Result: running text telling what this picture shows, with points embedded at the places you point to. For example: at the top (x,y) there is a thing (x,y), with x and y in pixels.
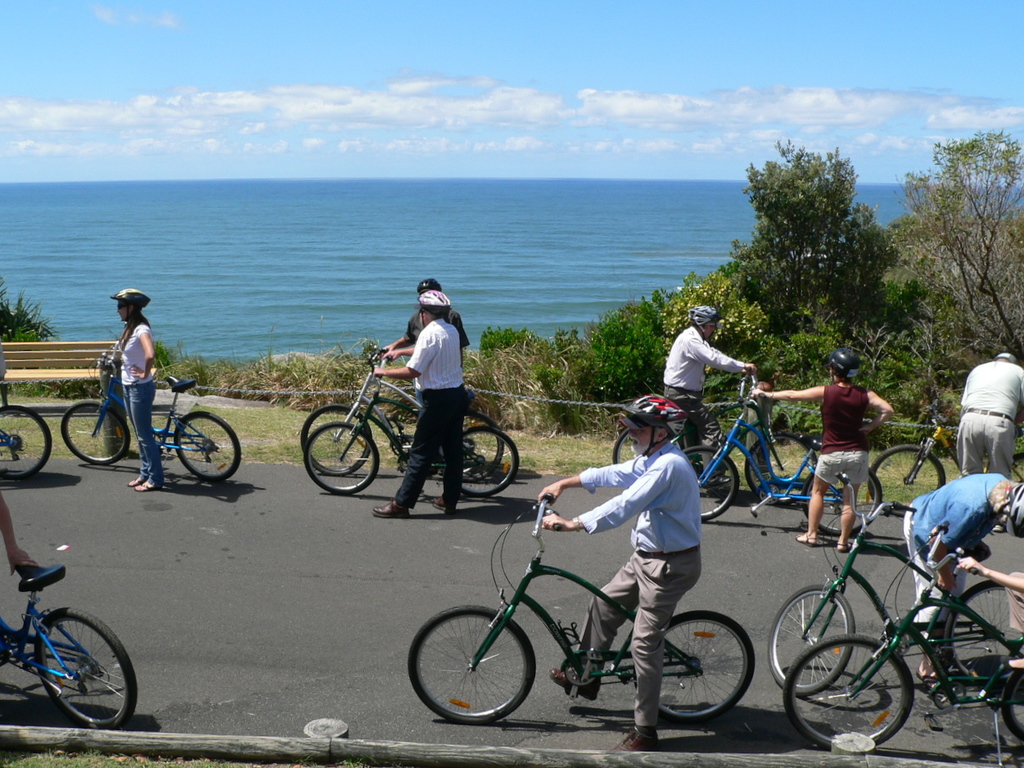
In this picture there are group of people (643,648) holding bicycles (379,361). Towards the left (159,466) there is a woman (127,324) wearing a helmet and pink t shirt (149,333), she is standing besides a bicycle (209,425), behind her there are two people (441,363) holding bicycles (379,349). In the center (647,469) there is a man (699,555) wearing a red helmet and he is sitting on a bicycle (696,617). In the background (385,282) there are group of trees (798,241), ocean (502,234) and blue sky (316,94).
